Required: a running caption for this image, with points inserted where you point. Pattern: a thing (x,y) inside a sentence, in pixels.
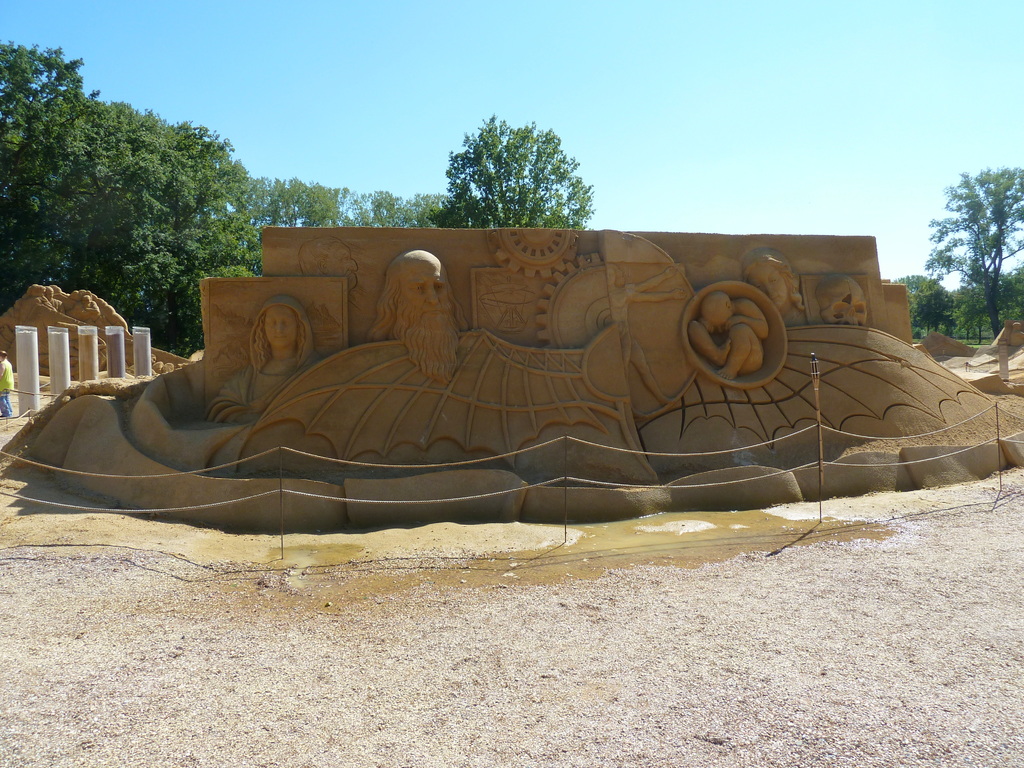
At the center of the image (498,422) there is a sand sculpture (407,395). In the background (116,202) there are trees (97,177) and sky (664,120).
